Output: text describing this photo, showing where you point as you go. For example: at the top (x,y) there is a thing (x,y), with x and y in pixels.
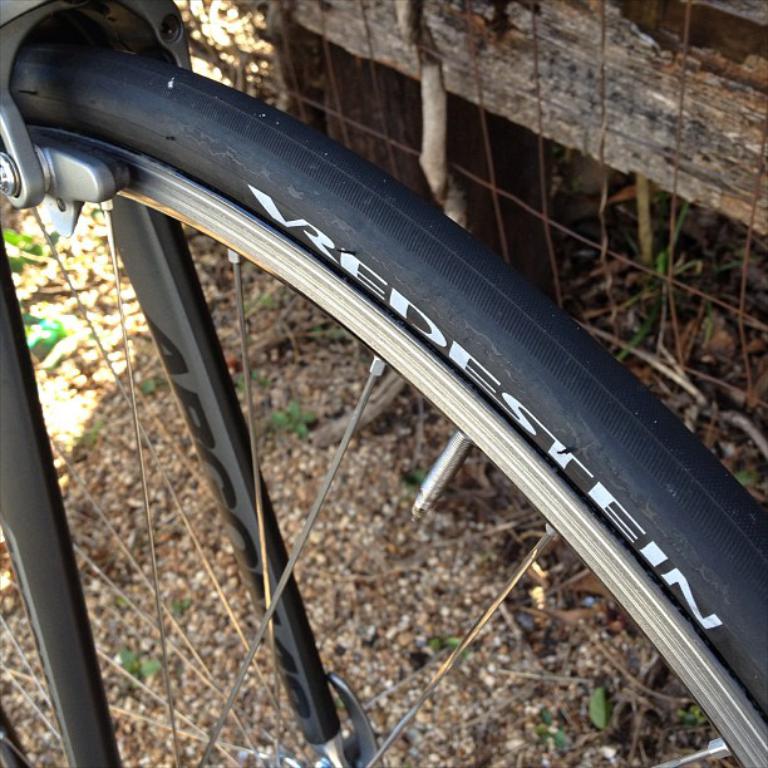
In this image there is a bicycle tire (378,212) and rim (146,184), spokes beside that wheel (164,132) there is fencing (720,214).
